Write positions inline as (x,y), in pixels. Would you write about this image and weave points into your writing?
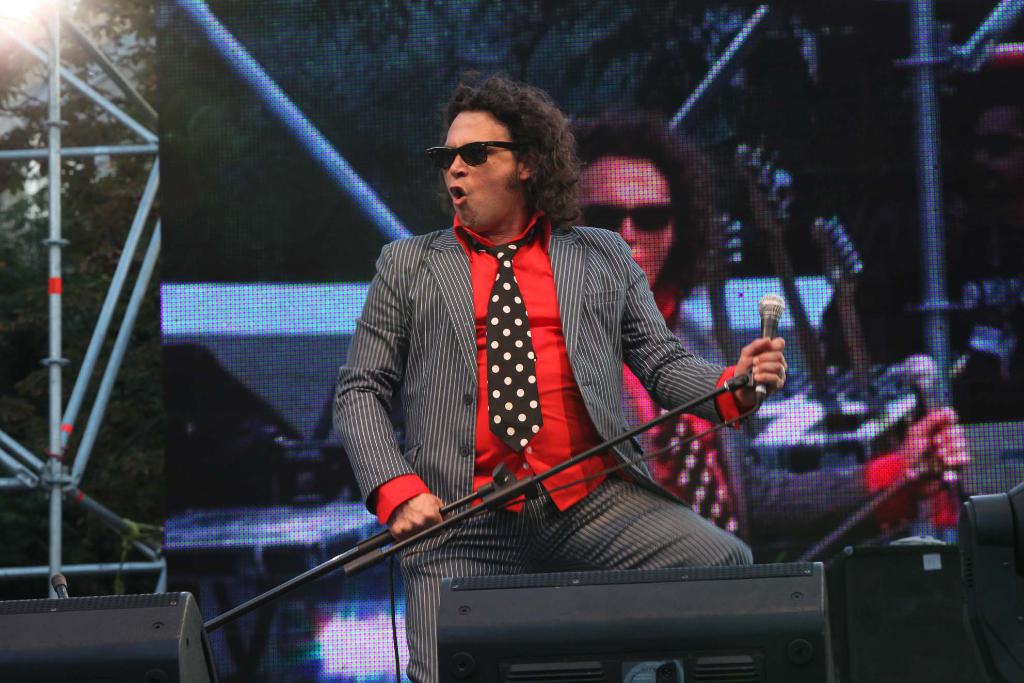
In this picture we can see a man (565,319), he wore spectacles (472,149), in front of him we can see a microphone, in the background (114,468) we can find few metal rods (123,119), trees (142,83) and a screen (803,182).
